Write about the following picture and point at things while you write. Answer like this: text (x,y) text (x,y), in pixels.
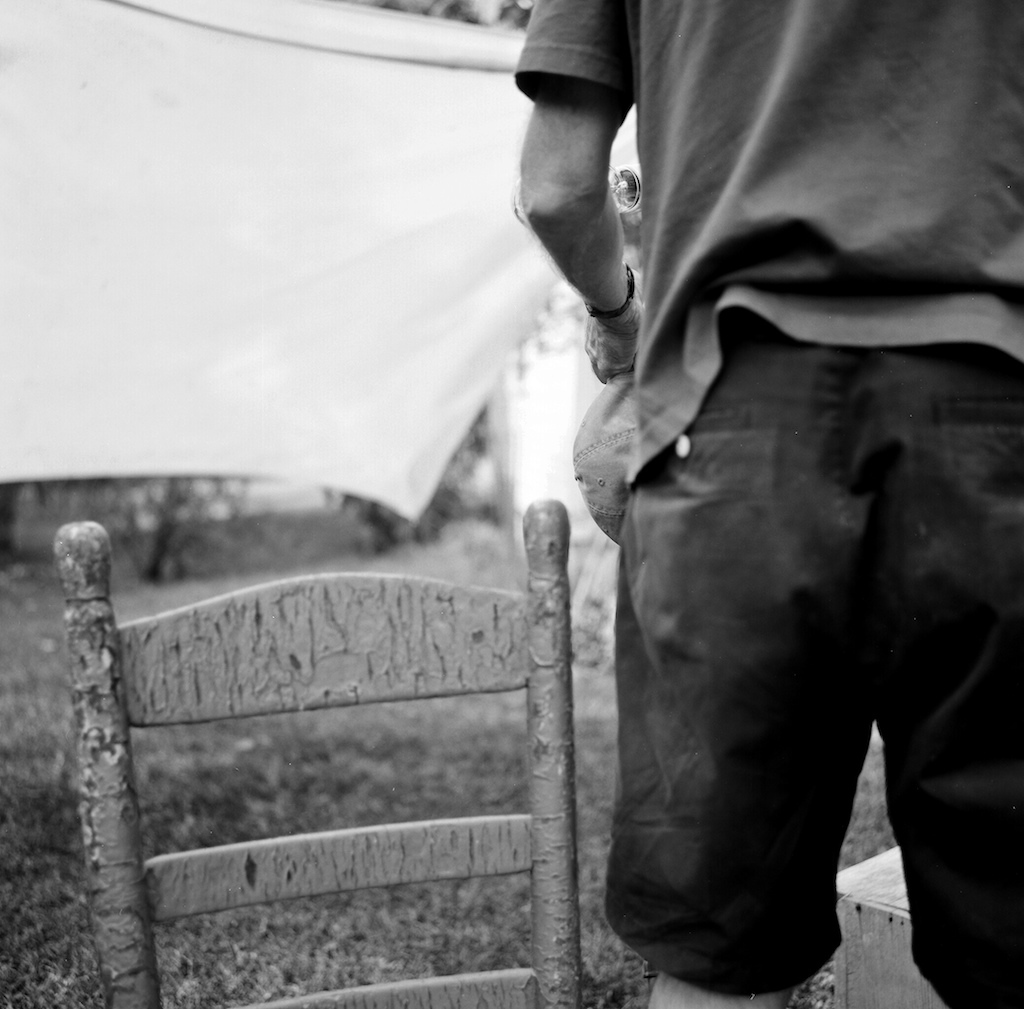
In the right bottom (842,878), we see a wooden block (864,916). Beside that, we see a man (853,392) is standing and he is holding a cap (601,527). Beside him, we see a chair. On the left side (336,212), we see a cloth (285,158) or a banner (274,333) in white color. At the bottom (47,940), we see the grass (242,770). There are trees (519,363) in the background (356,511). We even see a white wall (516,479). This picture is in black and white.
